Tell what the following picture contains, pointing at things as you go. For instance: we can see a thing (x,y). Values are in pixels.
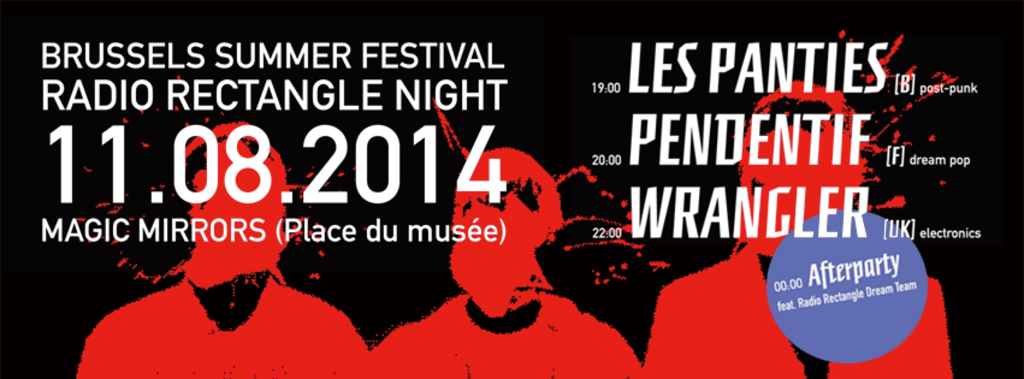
In this image we can see a poster (625,154) and we can also see some text (377,220) written on it.
